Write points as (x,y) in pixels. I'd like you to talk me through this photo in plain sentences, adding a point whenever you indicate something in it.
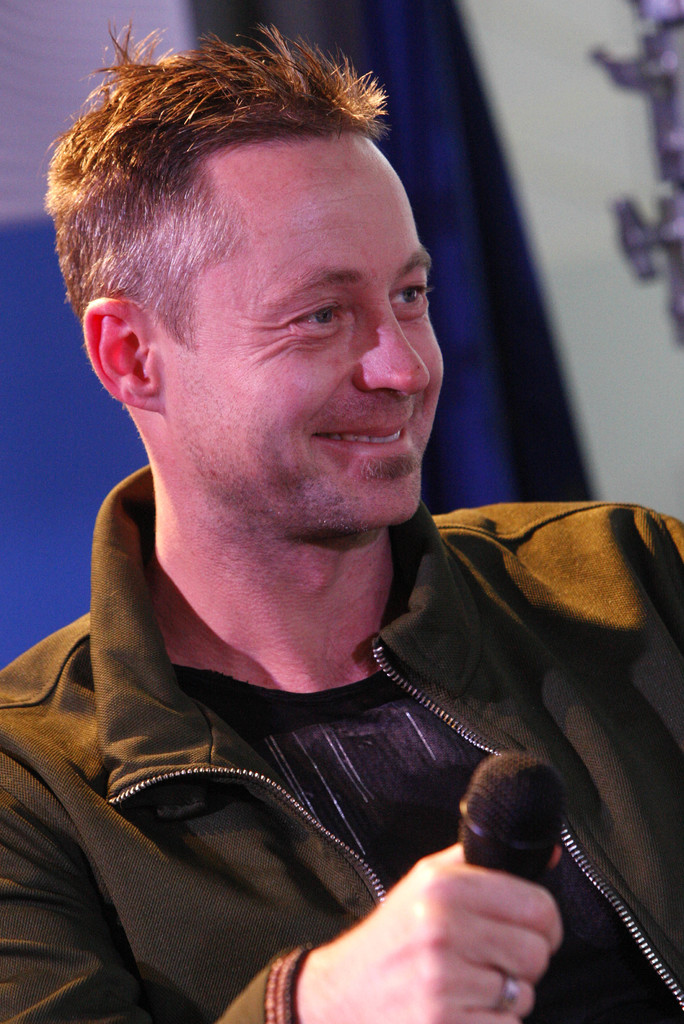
In this image there is a man (322,759) standing. He is smiling. He is holding a microphone (498,846) in his hand (480,913). Behind him there is a curtain (515,214) to the wall (69,440).
